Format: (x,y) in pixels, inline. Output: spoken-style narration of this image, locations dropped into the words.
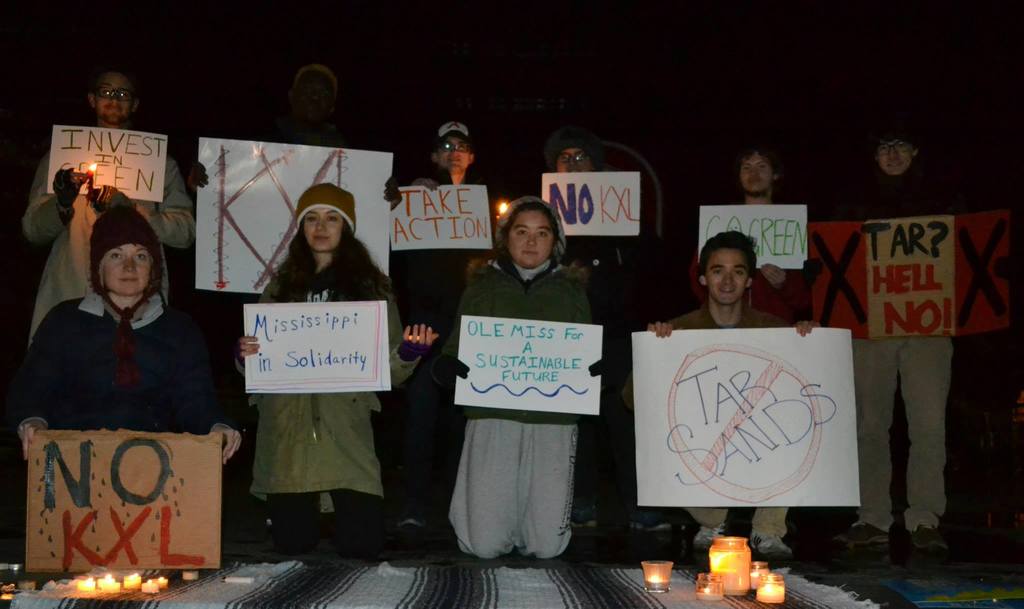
In this image we can see a group of people (625,348) wearing dress (84,299) are standing and holding boards (208,213) in their hand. One person (117,121) is wearing spectacles (122,90) and holding a candle (91,181) in his hand (76,178). In the foreground (719,570) we can see a group of candles (146,587) placed on the ground (821,593).
